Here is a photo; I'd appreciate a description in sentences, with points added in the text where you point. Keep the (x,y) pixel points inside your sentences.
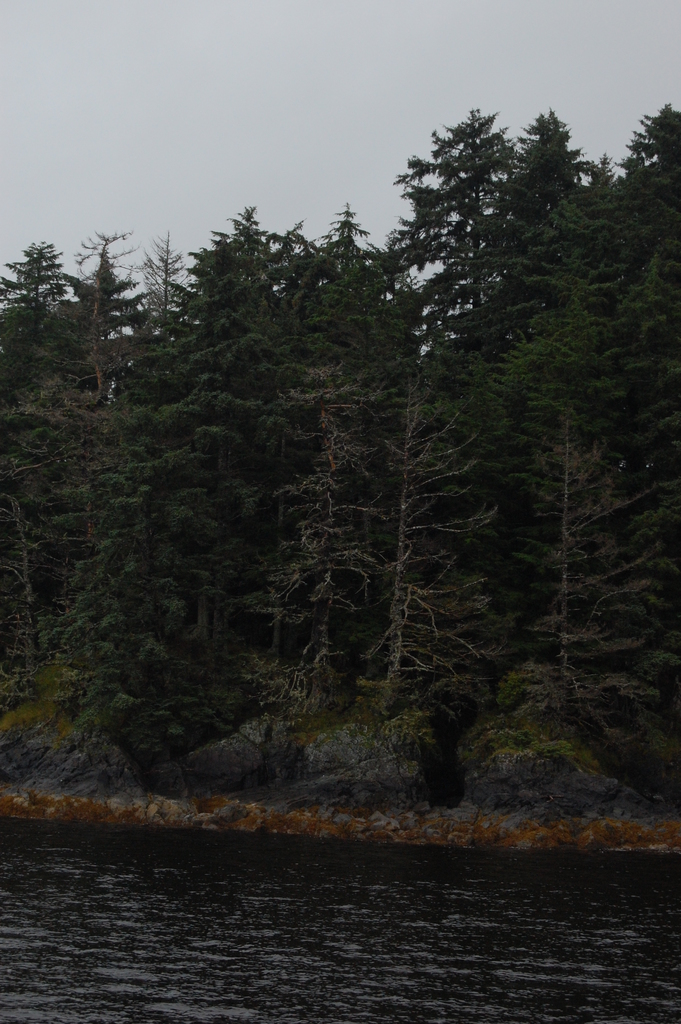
This image is taken outdoors. At the top of the image (182,115) there is a sky (325,101) with clouds (518,74). At the bottom of the image (193,891) there is a pond (411,909) with water (478,941). In the middle of the image (294,368) there are many trees (511,475) and plants (311,726) on the ground (303,781).
